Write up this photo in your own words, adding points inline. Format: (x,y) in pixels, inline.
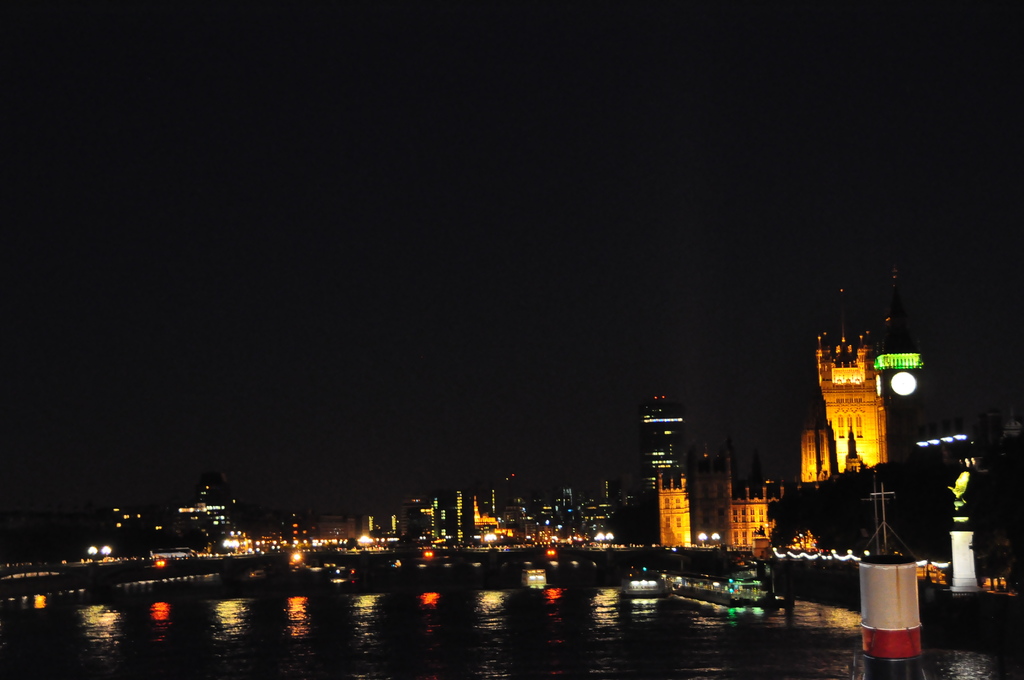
In this image we can see some water (444,631) on which there are some ships (647,577) moving and in the background of the image (383,543) there are some buildings (434,543), lights (528,563) and dark sky (435,448).
